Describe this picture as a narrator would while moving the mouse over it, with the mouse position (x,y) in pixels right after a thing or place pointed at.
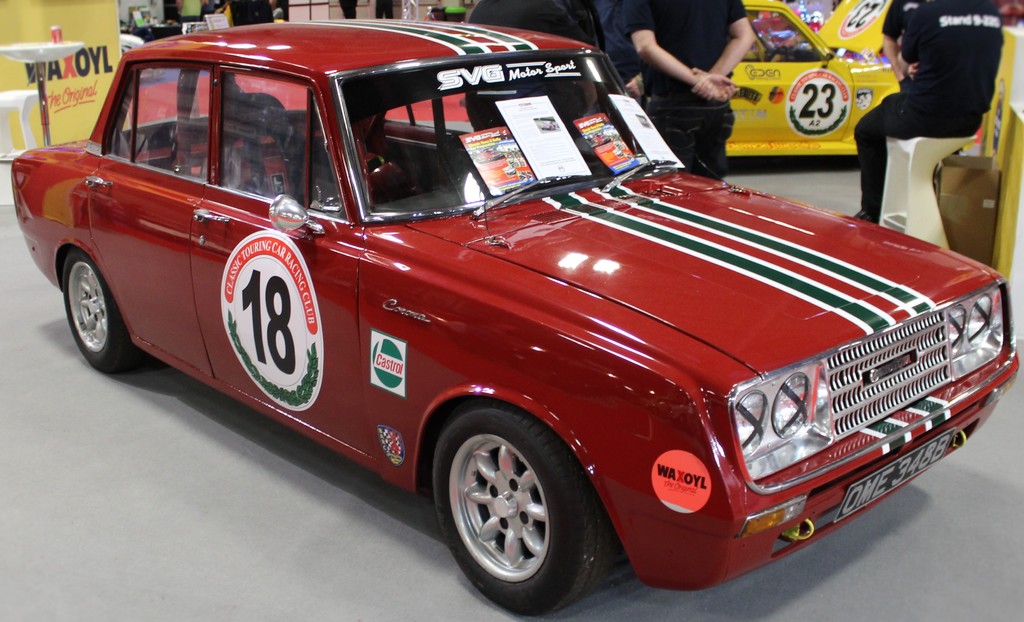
In the image we can see vehicles (638,293), these are the headlights (781,431) and number plate (911,473) of the vehicle (845,445). This is a floor (268,499), we can see there are even people (692,48) wearing clothes (638,61).
